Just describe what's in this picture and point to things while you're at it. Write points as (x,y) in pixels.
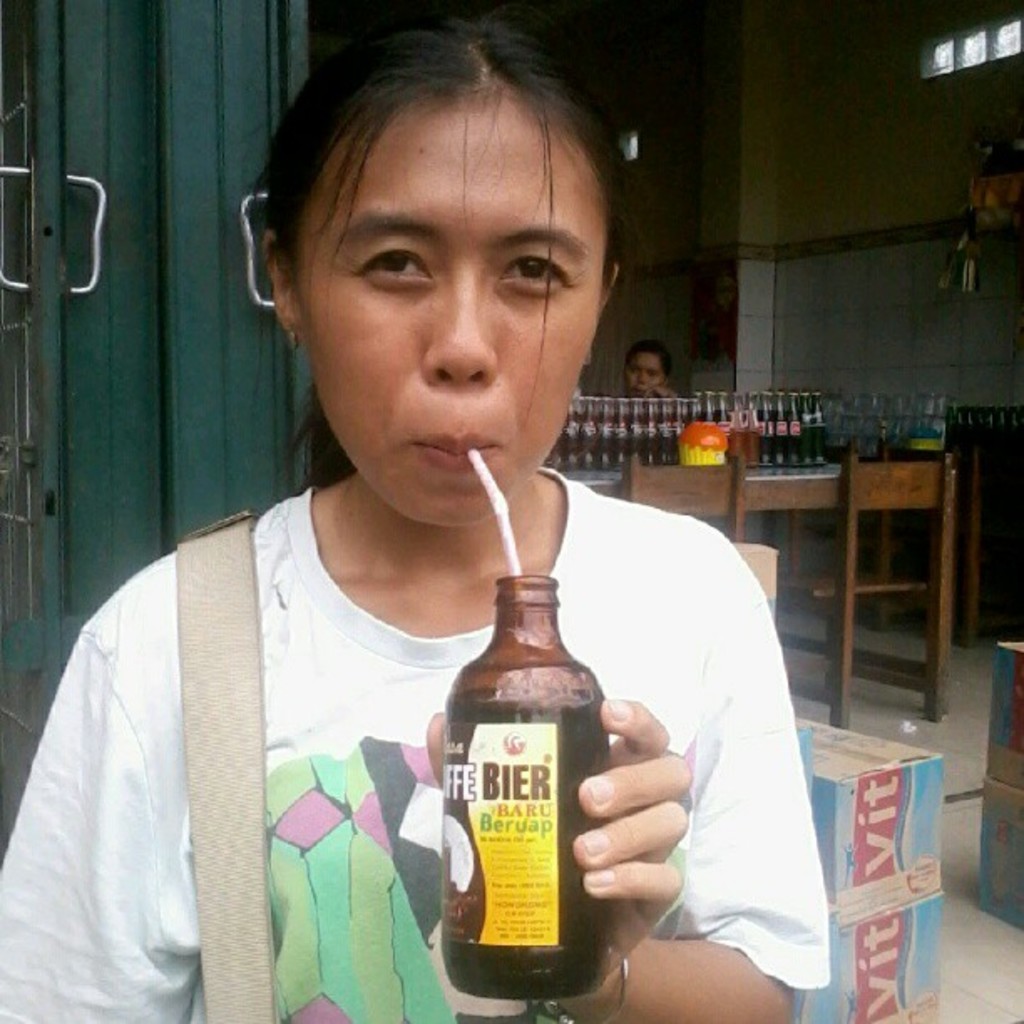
In this picture a lady (370,390) is drinking a liquid (564,697) which is named as bier baru (487,759), in the background (627,454) we observe few bottles (610,445) kept on table (834,461). The picture is clicked inside a restaurant (726,478).
